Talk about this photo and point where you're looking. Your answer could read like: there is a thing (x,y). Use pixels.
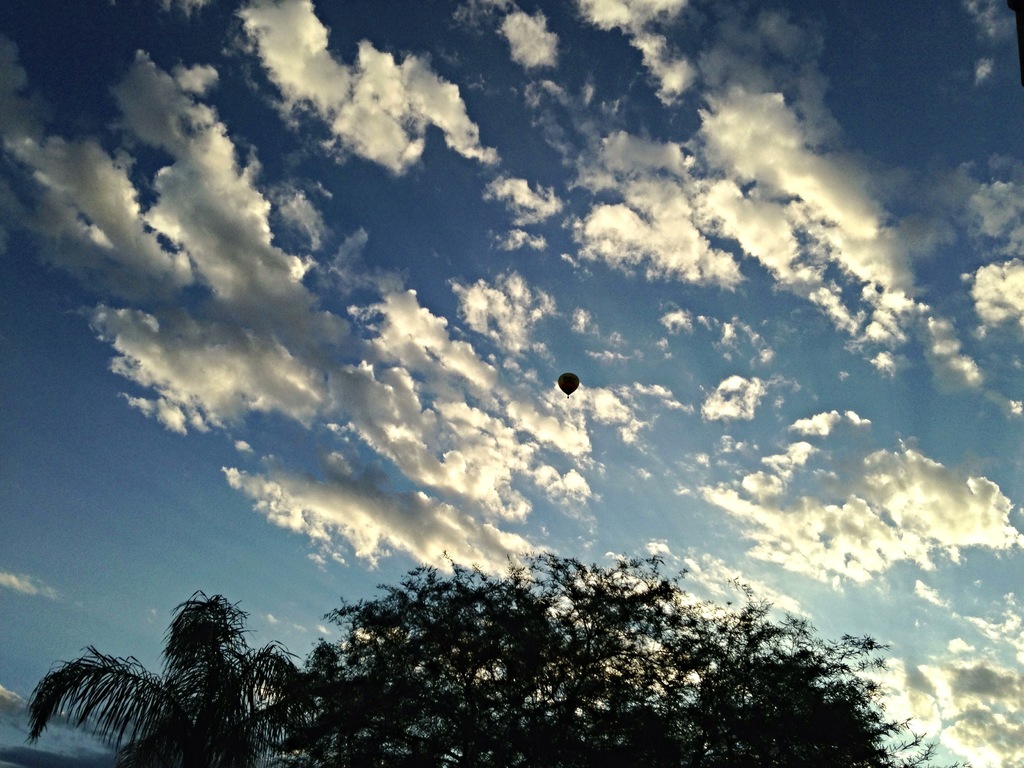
In this image we can see sky (323,267) with clouds (348,341). Also there is hot air balloon (571,385). At the bottom (430,672) we can see branches (348,671) of trees (599,644) and there are leaves (237,685).
